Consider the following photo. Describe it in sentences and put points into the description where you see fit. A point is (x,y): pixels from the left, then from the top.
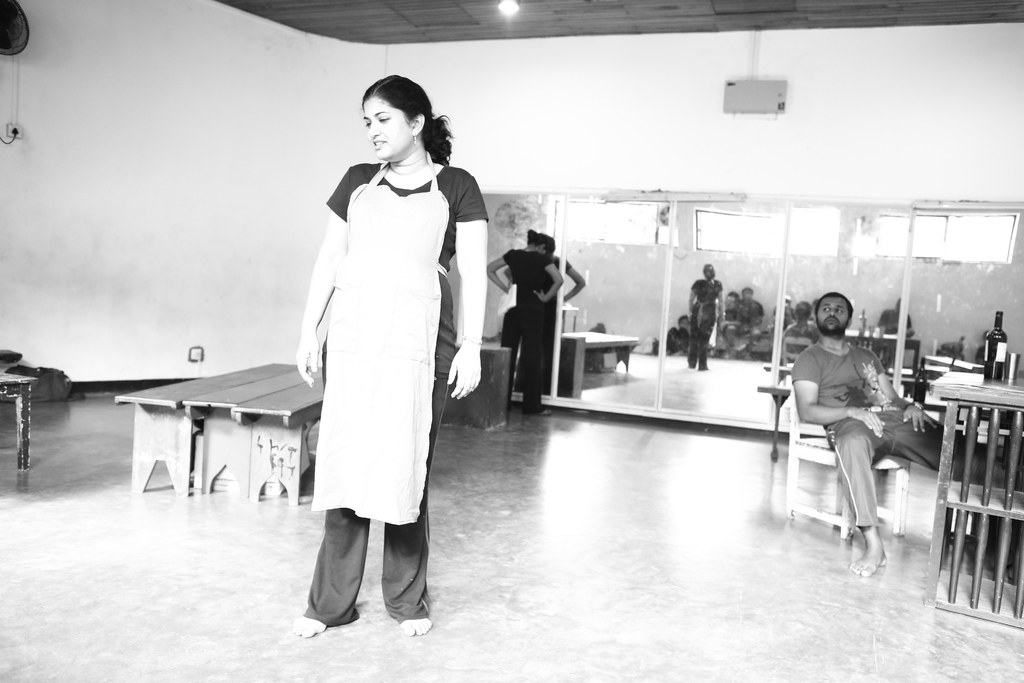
a person (401,325) is standing wearing a apron (373,467). right to her on a table (981,402) there is a glass bottle (993,378) and a steel glass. a person (887,398) is sitting on the chair (811,449) in front of the table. at the left (197,398) there are 3 wooden tables (248,407). behind that there is a wall (214,106) on which there is a fan (18,50). and at the back (651,231) there is a mirror (626,258). a person (525,309) wearing black dress (521,320) is standing in front of the mirror (888,268), with her hands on her hips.
